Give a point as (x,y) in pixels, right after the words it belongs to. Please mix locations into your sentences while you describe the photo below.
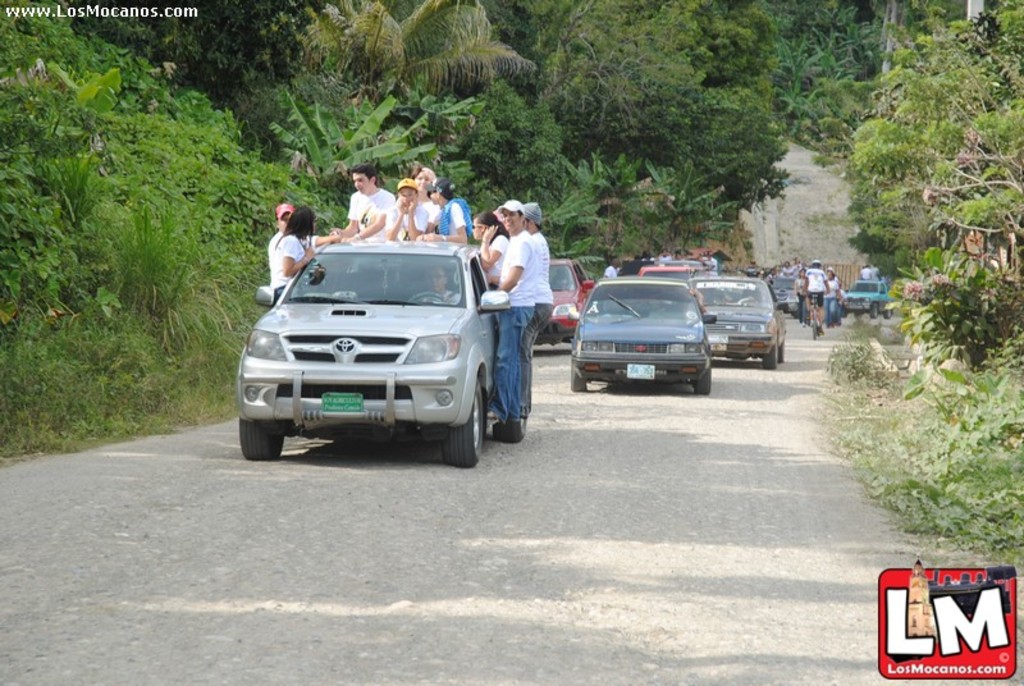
In this image there are a group of cars (613,304) and some people (525,268) are sitting in a vehicles (493,294), and at the bottom (611,477) there is road (241,550). And on the right side (951,226) and left side (107,284) there are trees (516,131) and plants (915,261), and in the bottom right hand corner (947,601) there is a logo (963,631).
